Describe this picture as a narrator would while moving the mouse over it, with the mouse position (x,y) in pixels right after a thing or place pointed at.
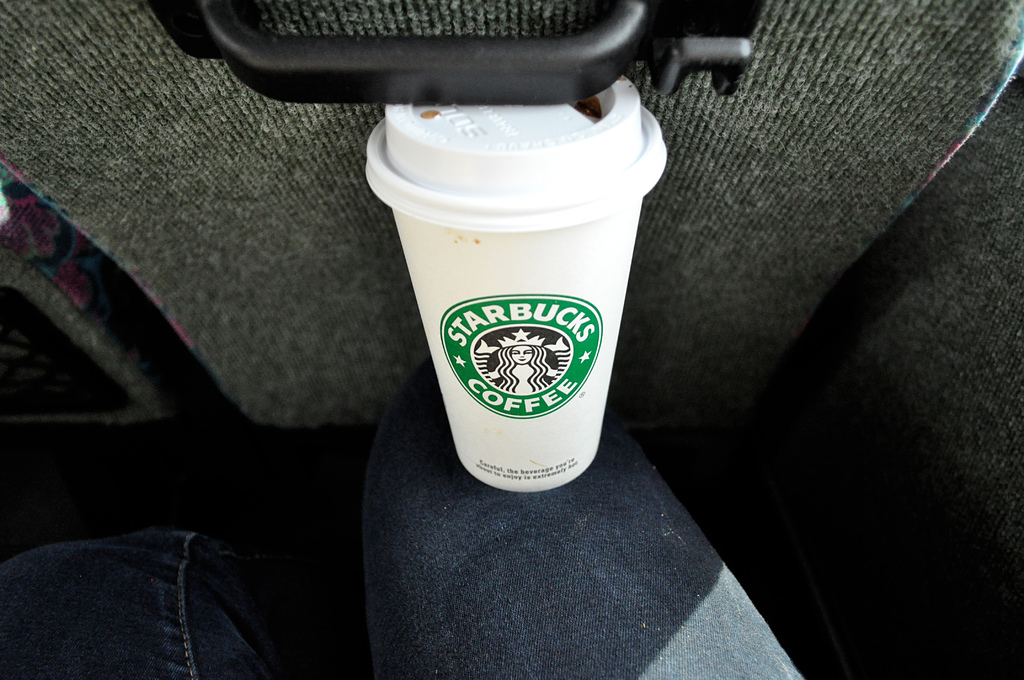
In this image, there is a person (572,559) wearing clothes (563,514) and coffee cup (521,317) on his leg (614,574). There is a seat (696,140) in front of this person (675,571).
